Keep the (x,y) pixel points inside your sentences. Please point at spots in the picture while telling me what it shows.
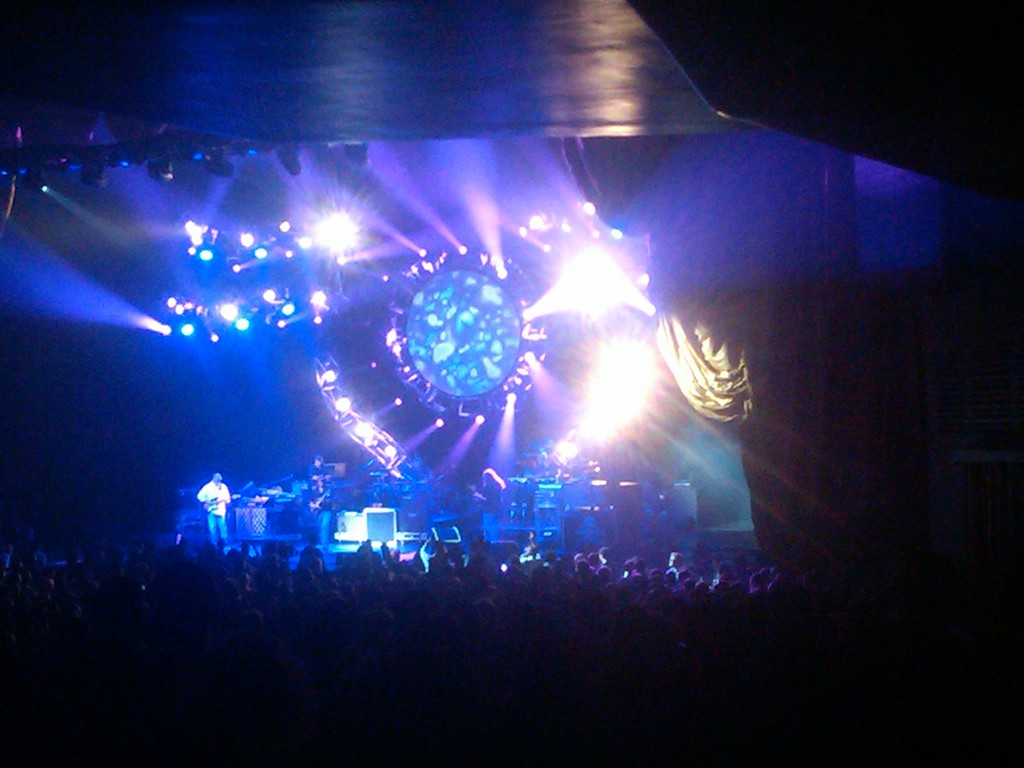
In this image, we can see a concert (483,653). There is a crowd (459,610) at the bottom of the image (595,605). There are lights (525,374) in the middle of the image (544,354).
